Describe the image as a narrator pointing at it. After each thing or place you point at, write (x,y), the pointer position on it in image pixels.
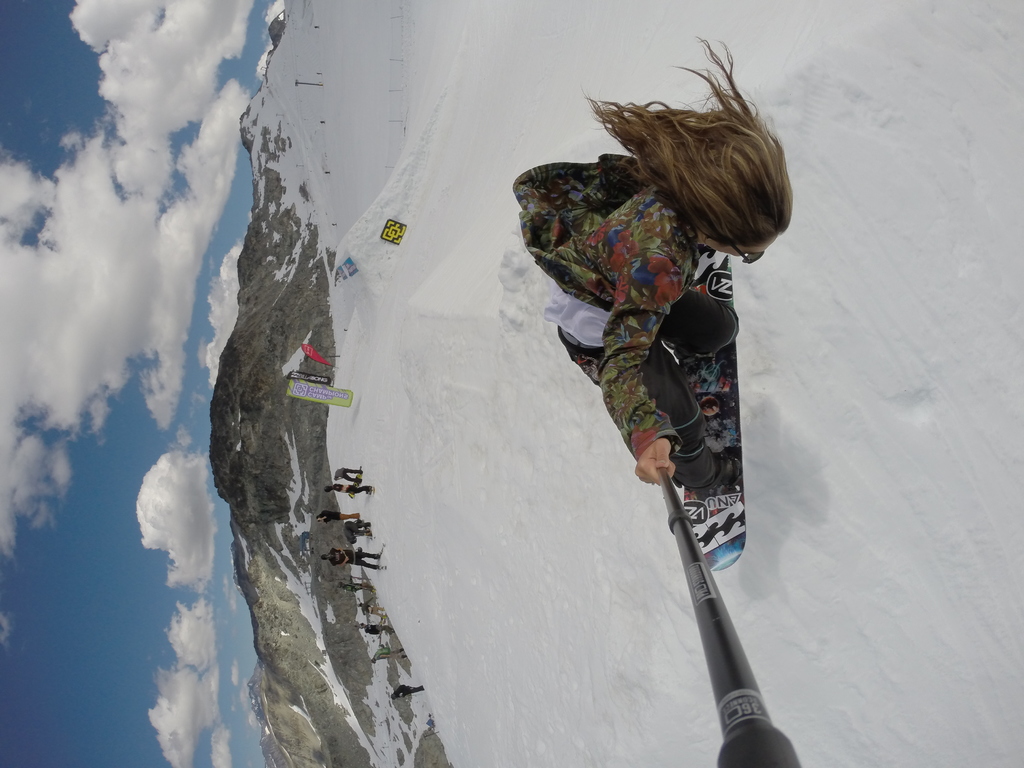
In this image we can see a few people (665,424) on the snow (531,290), one of them is snowboarding, and holding a stick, there are boards (312,380) with text (327,392) on it, also we can see the mountains (282,335), and the sky (77,216).
